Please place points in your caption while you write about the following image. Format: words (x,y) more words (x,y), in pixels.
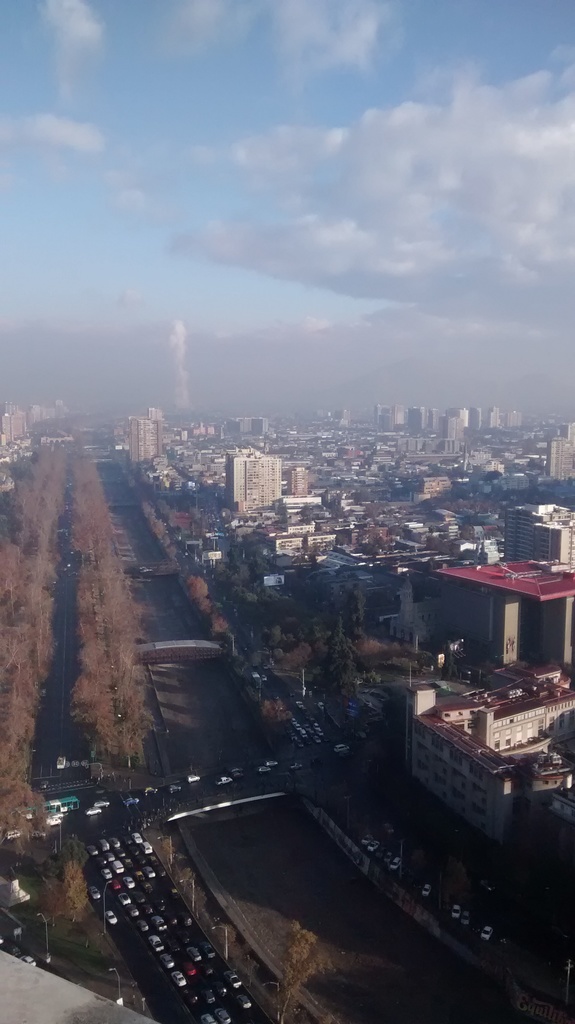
This is the top view of a place where we have some buildings (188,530), cars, houses (570,749), trees (288,657) and some other things (262,669).
